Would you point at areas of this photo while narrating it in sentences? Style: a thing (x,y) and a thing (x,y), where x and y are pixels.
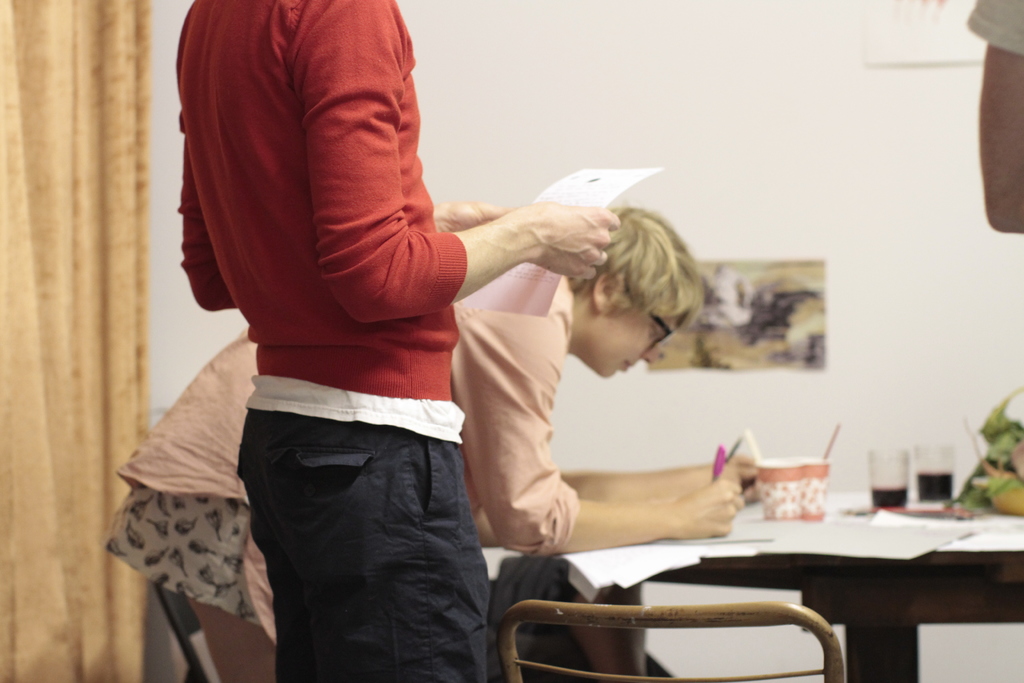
In this picture there is a boy (395,435) who is standing on the left side of the image (208,257) and there is a lady (549,330) in the center of the image (648,286), she is writing, there is a table (924,556) in front of her, on which there are glasses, there is a curtain (67,676) on the left side of the image (71,78).
